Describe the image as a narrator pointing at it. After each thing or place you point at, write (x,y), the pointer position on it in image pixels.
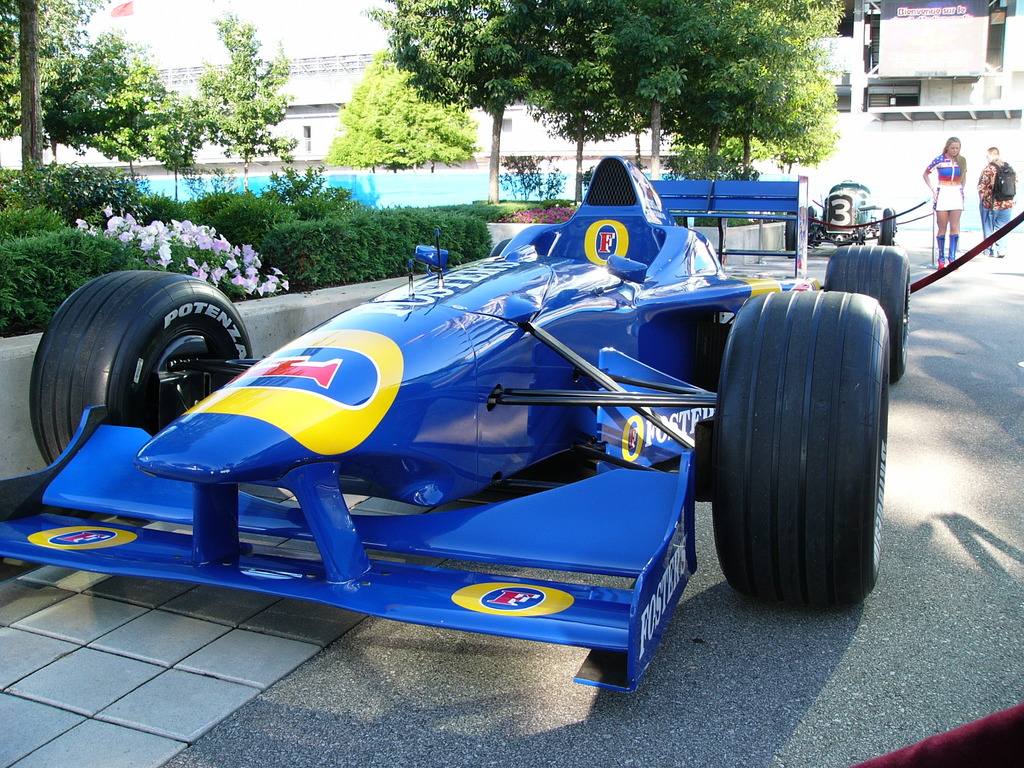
In this image there is a vehicle (568,402) on the road (932,407), behind the vehicle (810,437) there are two people (997,229) walking on the road (945,378), on the other side of the image there are trees (547,78), plants (270,205) and flowers (150,265). In the background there are buildings (856,84).
